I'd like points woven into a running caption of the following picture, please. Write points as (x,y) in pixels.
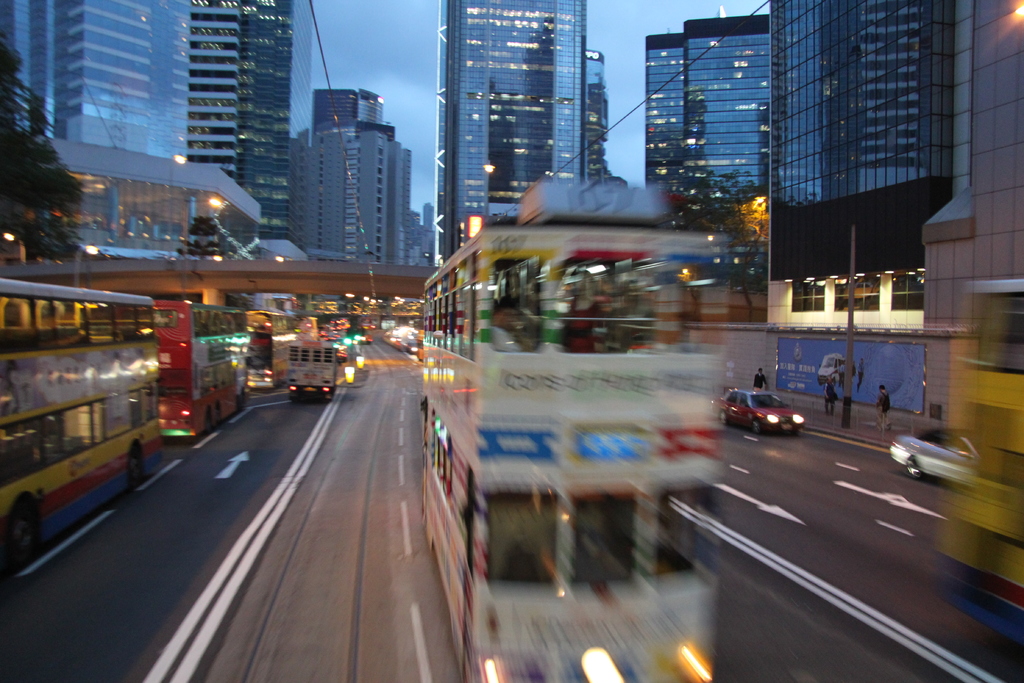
In this image we can see the vehicles (438,462). And we can see the road (870,447). And we can see the flyover (408,277). And we can see the lights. And we can see the buildings (537,108). And we can see the trees (72,247). And we can see the wall (748,363) and some text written on it. And we can see the electric wires (347,156). And we can see the sky (316,59). And we can see the people (756,379) are walking.
